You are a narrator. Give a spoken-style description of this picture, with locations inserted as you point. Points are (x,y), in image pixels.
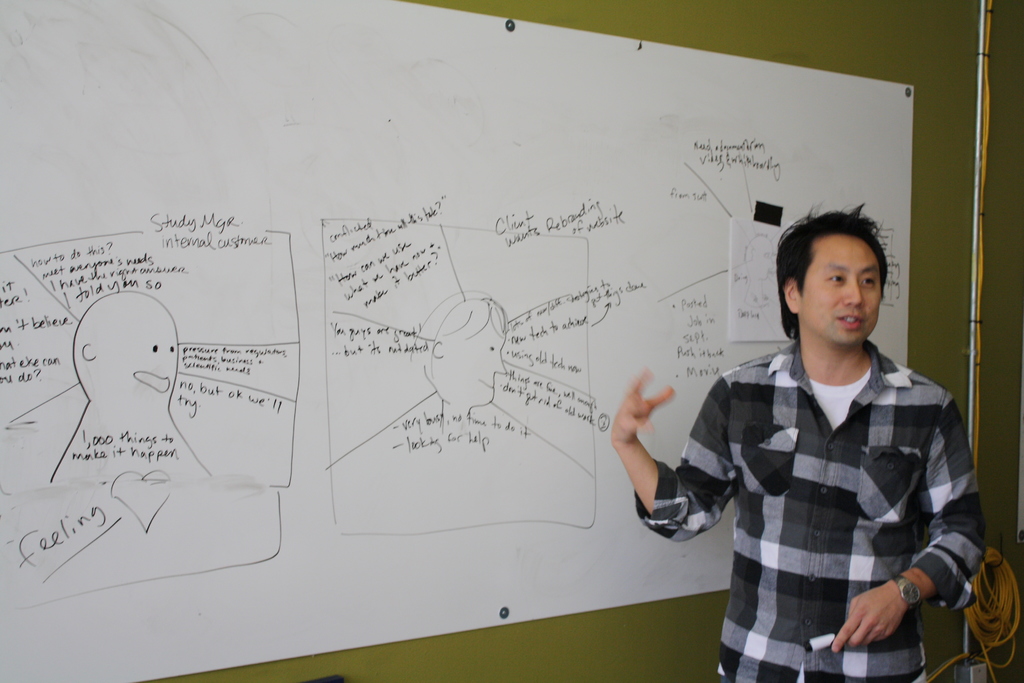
There is a man (786,414) standing and talking and we can see board (599,234) on a wall (856,48). Behind this man (828,589) we can see rod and rope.
